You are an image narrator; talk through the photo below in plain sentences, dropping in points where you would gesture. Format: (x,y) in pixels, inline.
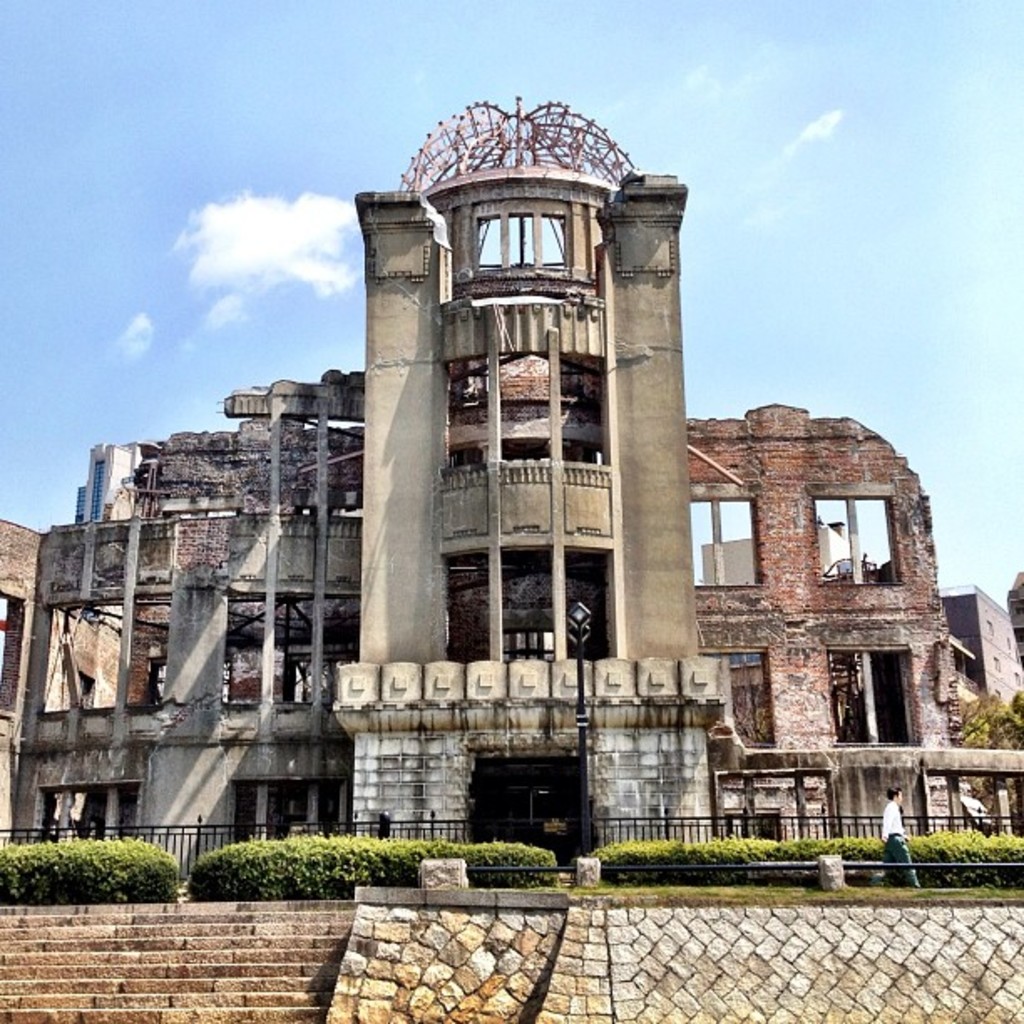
In this image I can see a building (669,734). I can see few steps (192,982). I can see few plants (483,875). At the top (844,314) I can see some clouds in the sky (802,264).
